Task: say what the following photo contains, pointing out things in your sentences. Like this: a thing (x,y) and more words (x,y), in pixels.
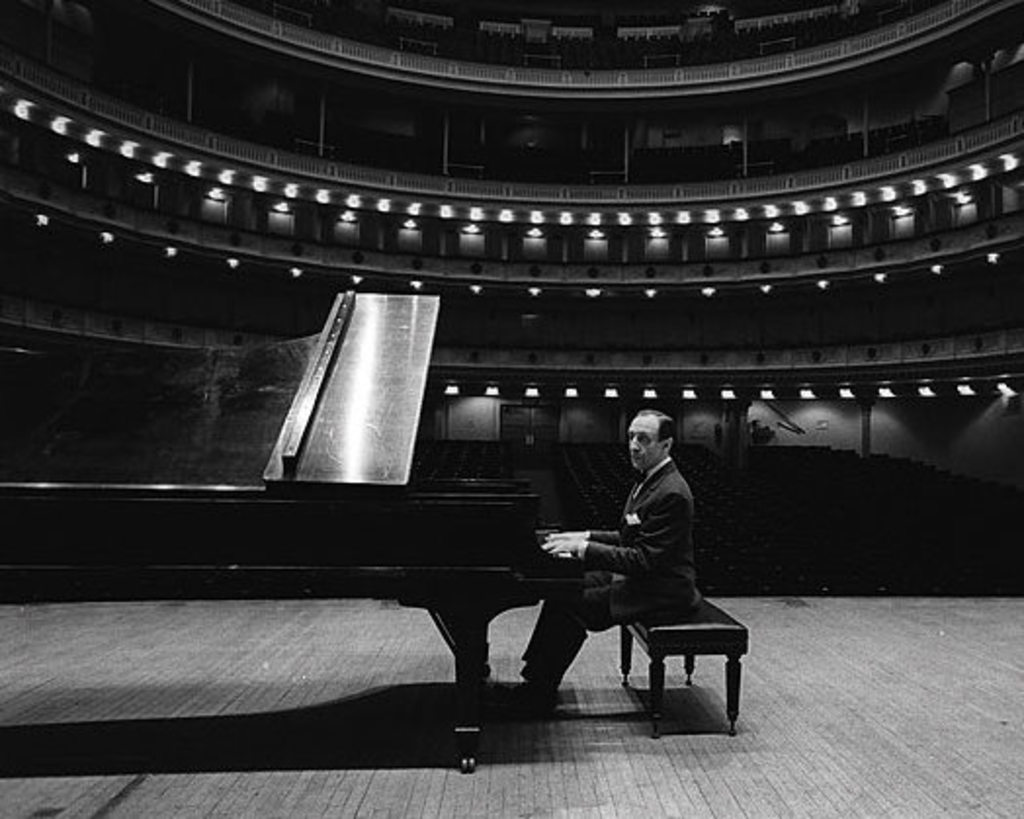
This picture shows a man (651,429) seated on a bench (692,646) and playing a piano (232,435) in an open hall (718,54).
